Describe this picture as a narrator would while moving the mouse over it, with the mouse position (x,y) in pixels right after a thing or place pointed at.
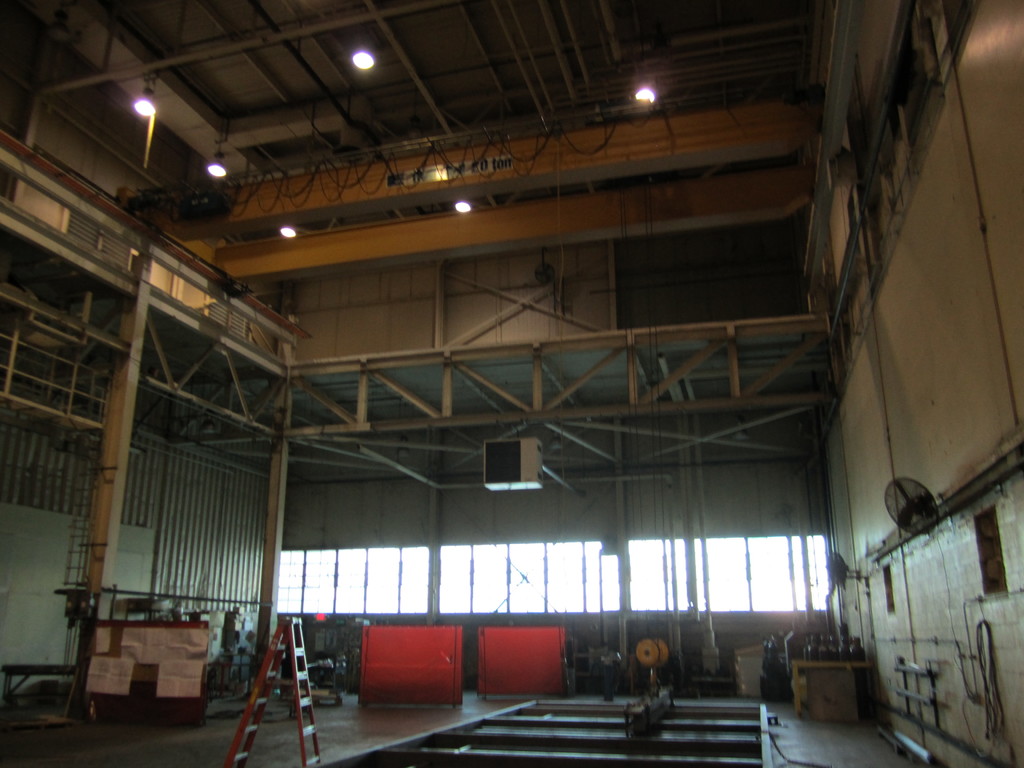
This is the picture of a place where we have a ladder (300,708) and some other things (329,663) on the floor (405,711) and there are some lights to the roof (421,77).
